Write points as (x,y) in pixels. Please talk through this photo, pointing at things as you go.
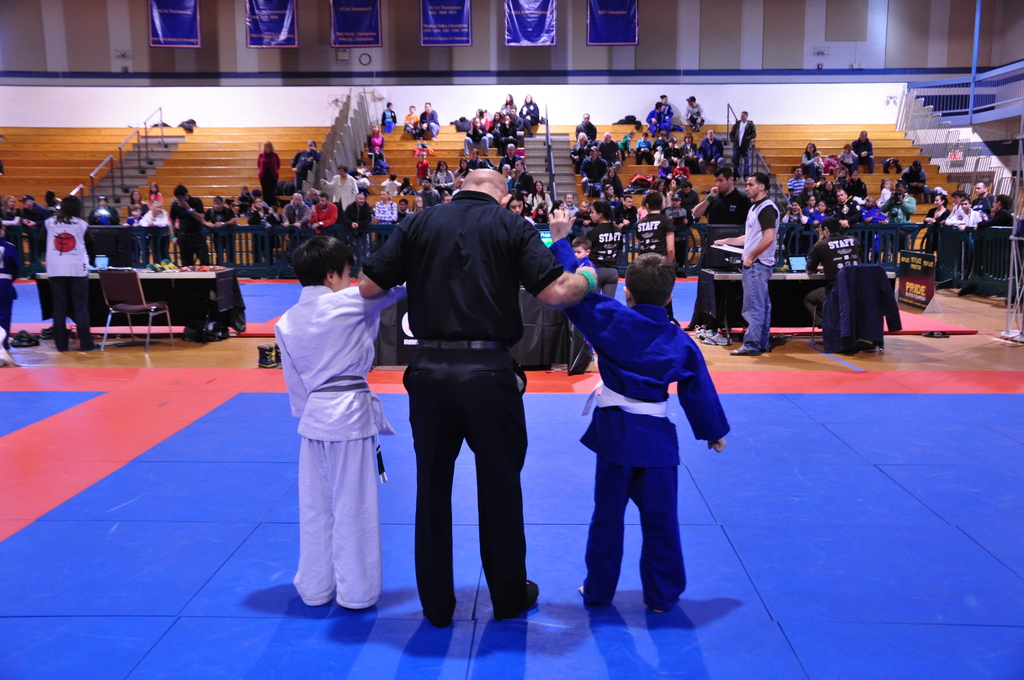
In this image we can see people (461,339) and there are three persons (658,262) standing on the tatami mats (125,528). Here we can see floor (725,353), chairs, tables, steps (250,170), railings (978,110), pole (978,6), banners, wall (692,7), and other objects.
